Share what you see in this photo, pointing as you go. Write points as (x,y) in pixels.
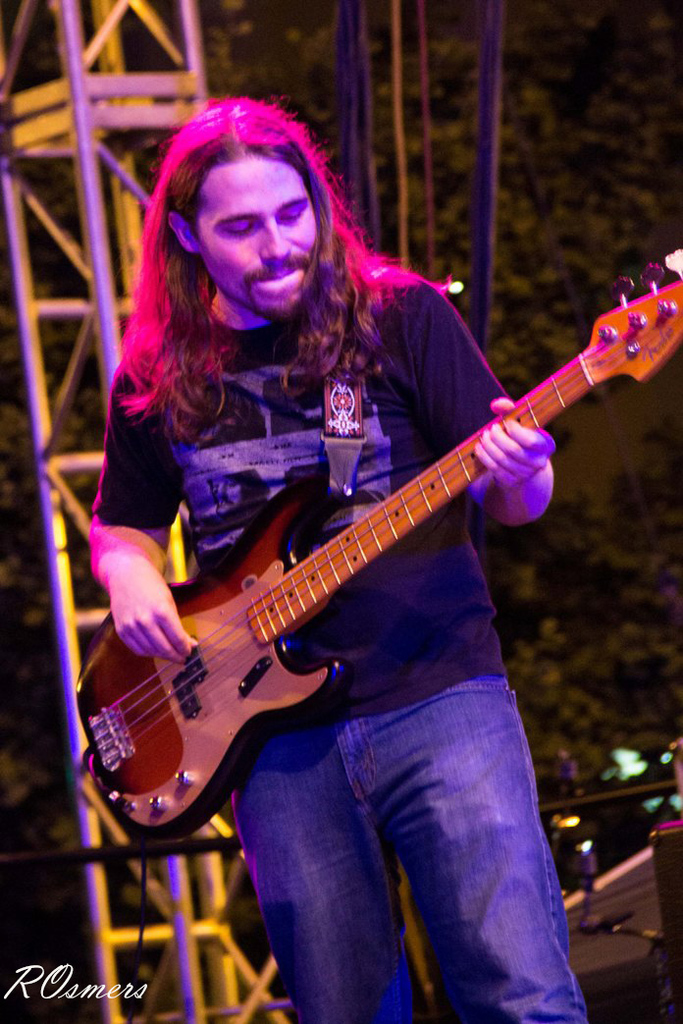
This picture contain a man (405,638) wearing black t-shirt (410,579) is holding guitar (115,714) in his hands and he is playing it. I think this picture is clicked in a musical concert. Behind him, we see a pillar (173,55) and a tree (531,268).
